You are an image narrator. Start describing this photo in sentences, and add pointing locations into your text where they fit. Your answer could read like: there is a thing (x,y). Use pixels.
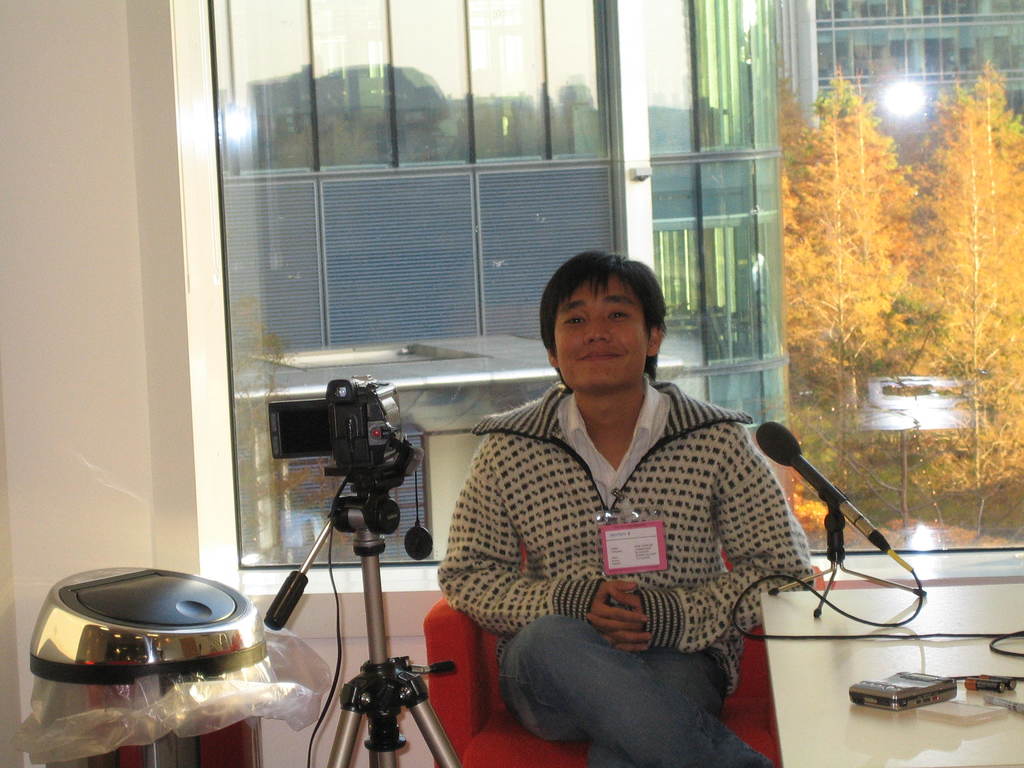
In this picture there is a man (667,483) sitting and smiling. On the right side of the image (769,440) there is a microphone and there are objects (927,677) on the table (959,654). On the left side of the image (339,416) there is a camera (342,463) and there is a dustbin (74,690). At the back (334,170) there is a window (649,144), behind the window (522,318) there are buildings (368,341) and trees (864,194).
